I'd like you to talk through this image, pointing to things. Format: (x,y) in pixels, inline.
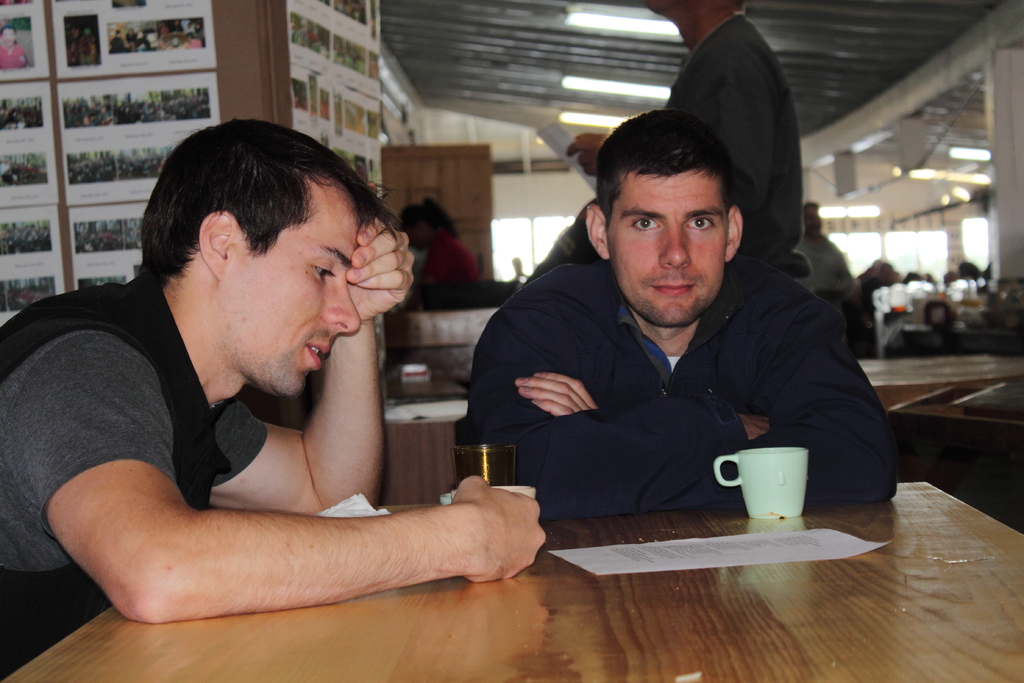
This is an inside view. Here I can see two men (211,441) sitting on the chairs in front of the table (558,628). The man (316,465) who is on the left side (134,455) is holding a cup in the hand (479,525). The other man (690,413) is looking at the picture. In front of him there is another cup (761,484) placed on the table (774,529) and also there is a paper (723,558). At the back of this man (700,265) there is a person (739,95) standing and holding a paper (574,156) in the hand (585,164). In the background (441,236), I can see some more people (838,259). On the left side (114,104) there is a board (220,57) on which some papers (105,107) are attached. At the top (618,22) there are few lights (588,116).
